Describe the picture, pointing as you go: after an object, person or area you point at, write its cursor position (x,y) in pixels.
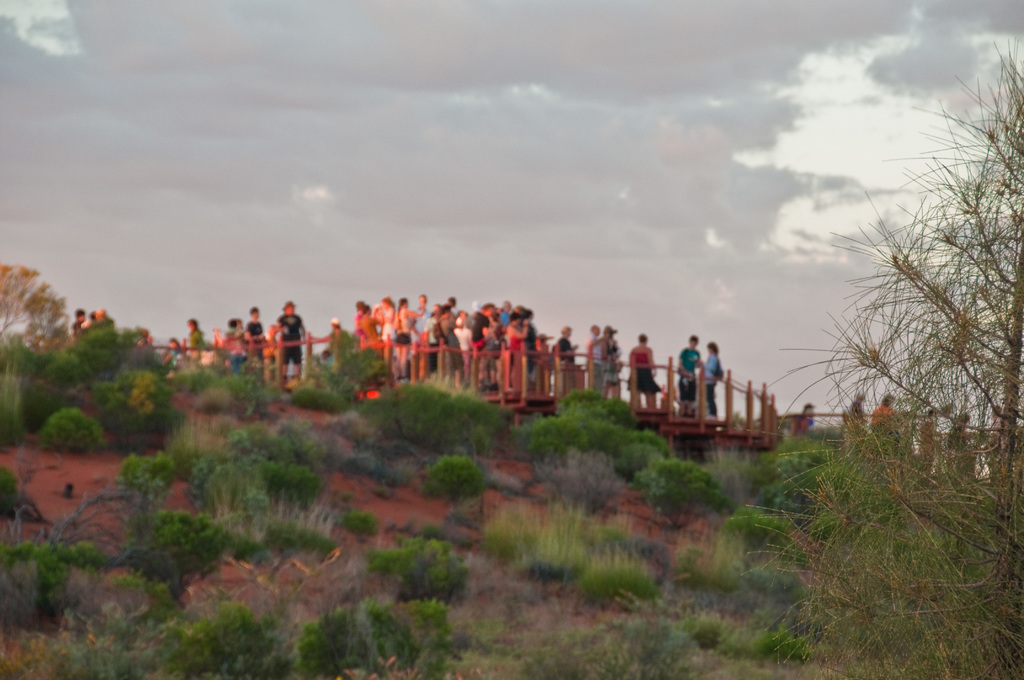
In this image in front (886,599) there are plants (441,436). In the center of the image (644,355) there are people (481,343) standing on the wooden bridge (547,395). In the background of the image (625,120) there is sky (570,145) and there are trees (48,311).
